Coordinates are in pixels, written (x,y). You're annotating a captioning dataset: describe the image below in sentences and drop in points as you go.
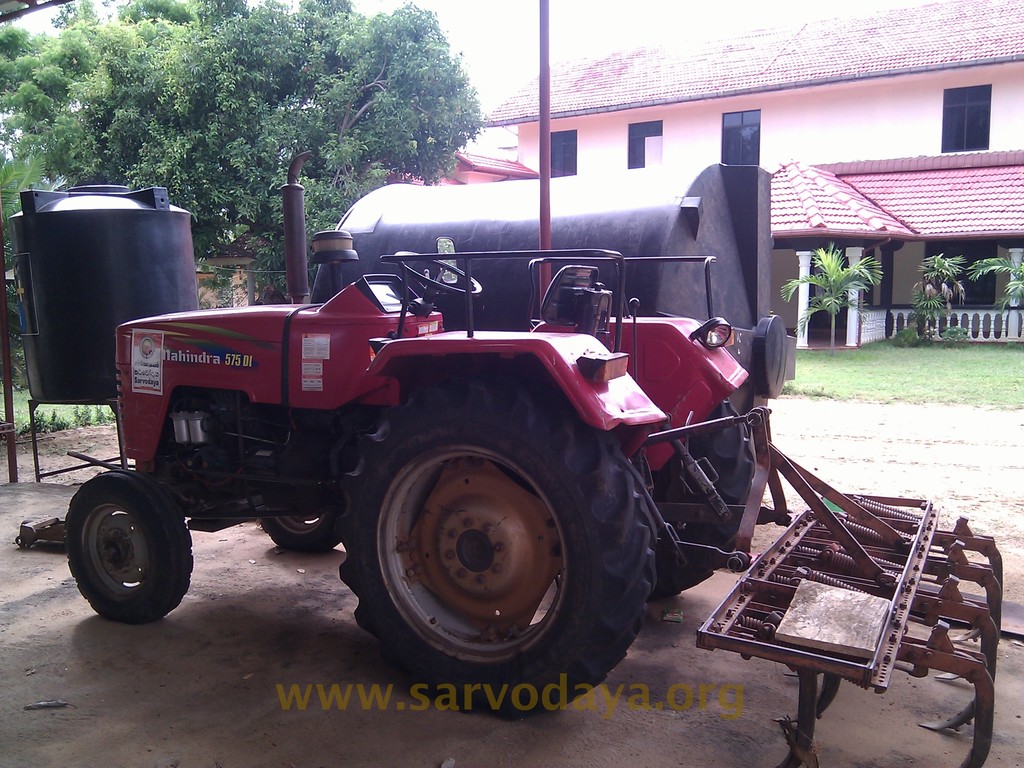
In front of the picture, we see a red tractor (435,495) with a ploughing instrument (774,550). At the bottom (708,586), we see the pavement (708,604). Behind the vehicle (666,518), we see a black color object (765,385). On the left side (84,358), we see a water tank (84,342). On the right side (918,355), we see the grass (856,350), trees (1008,293) and the railing (895,326). There are trees (351,153) and the buildings (825,164) in the background (816,183).
